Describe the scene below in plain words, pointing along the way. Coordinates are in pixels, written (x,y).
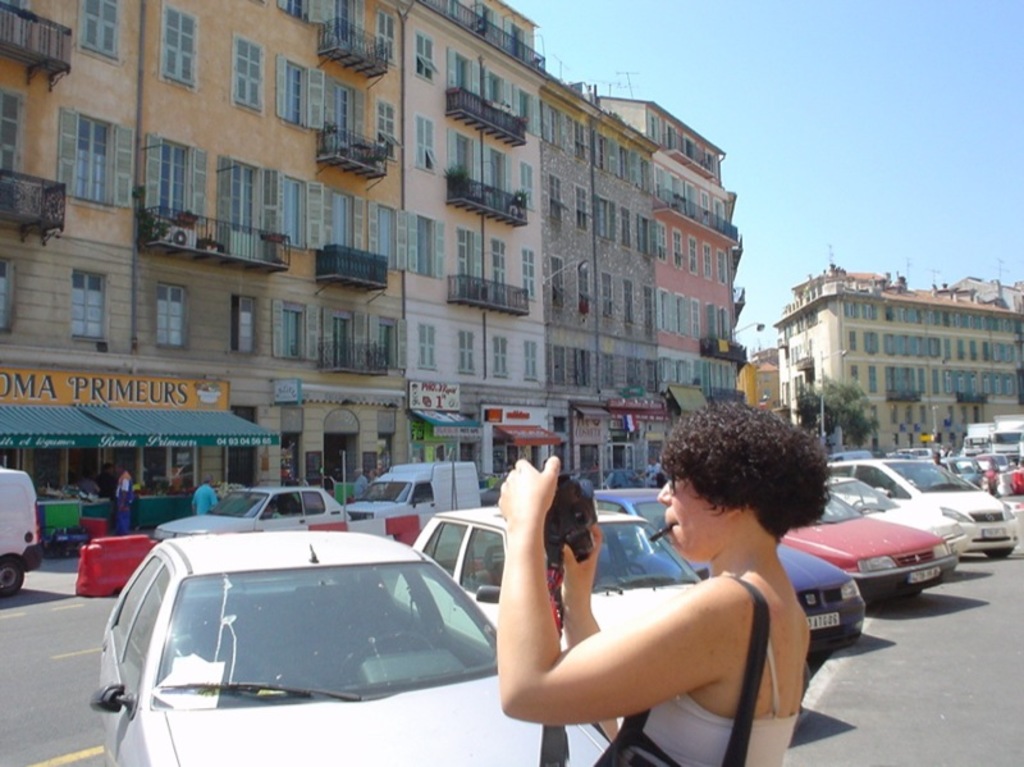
In this image we can see a group of vehicles (479,580) and some people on the ground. We can also see some buildings (415,462) with windows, plants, the sign boards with some text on them and the sky (1016,195). In the foreground (784,482) we can see a woman (780,605) standing holding a camera (581,548).
